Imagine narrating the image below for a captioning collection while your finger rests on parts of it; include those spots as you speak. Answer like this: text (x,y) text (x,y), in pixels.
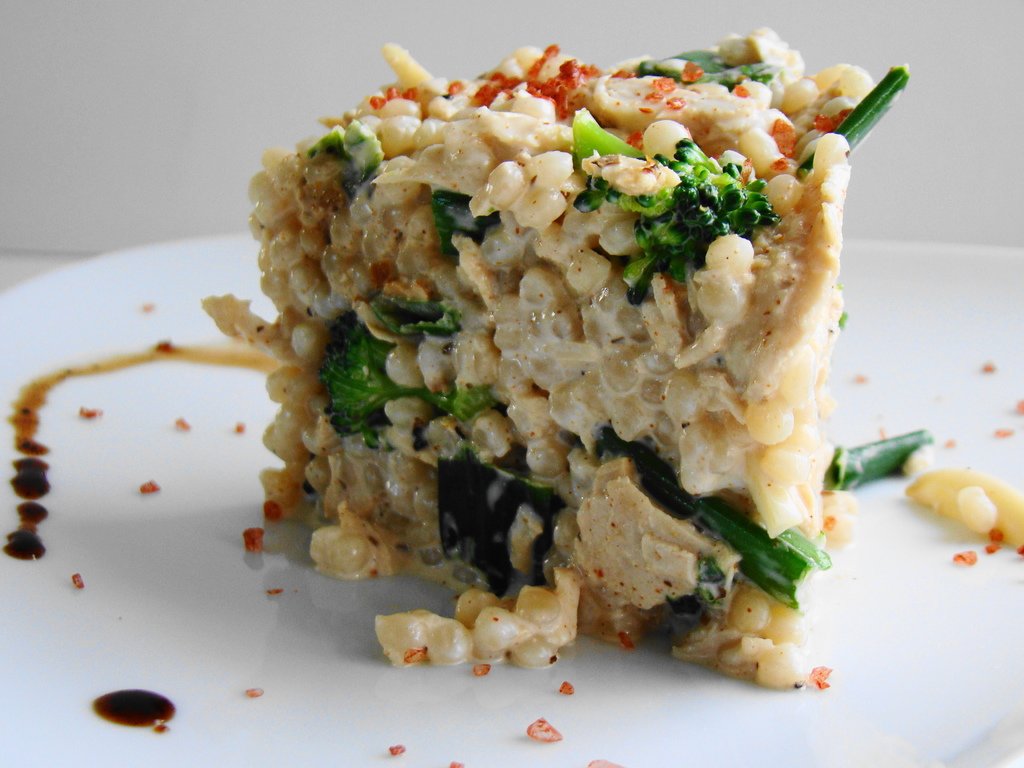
In this picture we can see food (452,634) in the plate (468,693) and in the background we can see the wall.
